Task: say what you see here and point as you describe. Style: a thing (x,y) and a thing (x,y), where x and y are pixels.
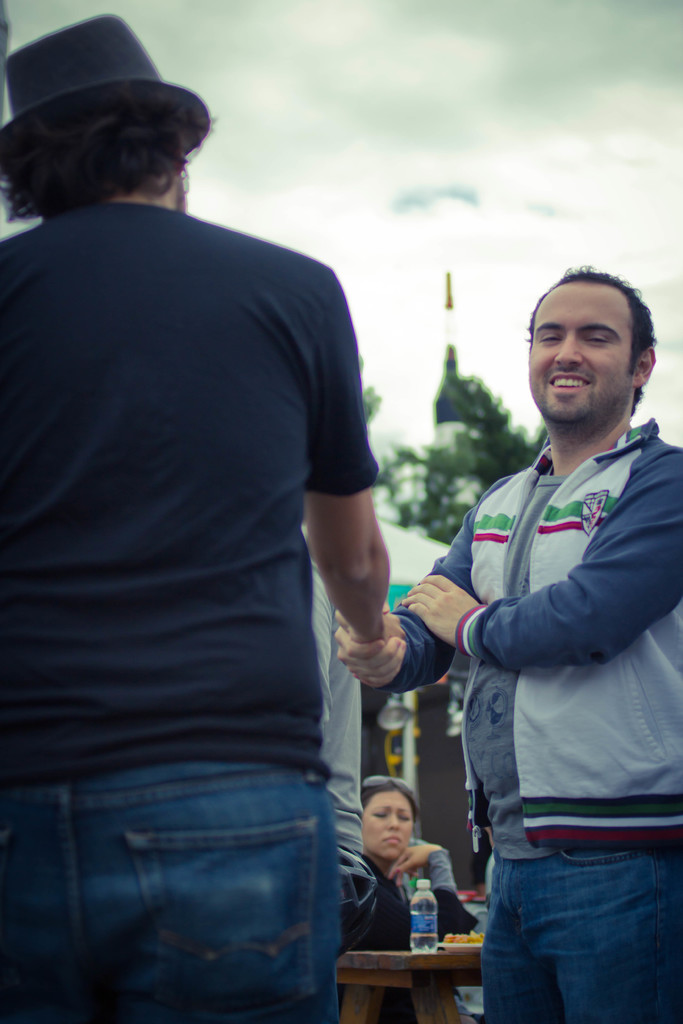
This man (248,637) wore black t-shirt (129,483) and hat (127,88) and giving shake-hand to the opposite person (529,564). This person (596,478) is smiling and wore jacket (578,551). At background (423,862) a woman (430,853) is sitting on a bench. In-front of this woman (396,898) there is a table (377,969), on this table (376,959) there is a bottle (417,896). Far there is a tree (470,449).
